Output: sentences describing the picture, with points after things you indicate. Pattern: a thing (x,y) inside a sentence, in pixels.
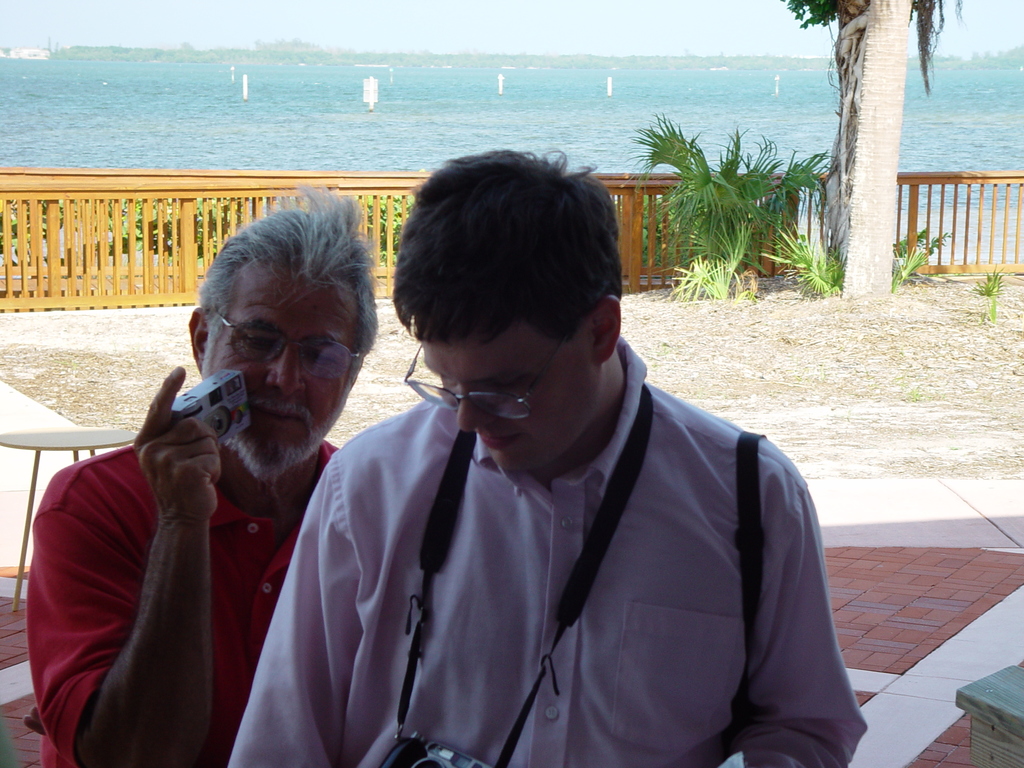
in this image there are two persons (457,511) standing at bottom of this image (308,559). The right side person (457,517) is wearing specs (490,407) and white color shirt (498,598) and holding a camera (413,759) and the left side person (187,539) is wearing a red color dress (139,560) and holding a camera (219,411). There is a table (82,440) at left side of this image (44,450). there are some plants (746,287) at right side of this image (686,135) and there is a sea (491,146) at top of this image (474,125).
